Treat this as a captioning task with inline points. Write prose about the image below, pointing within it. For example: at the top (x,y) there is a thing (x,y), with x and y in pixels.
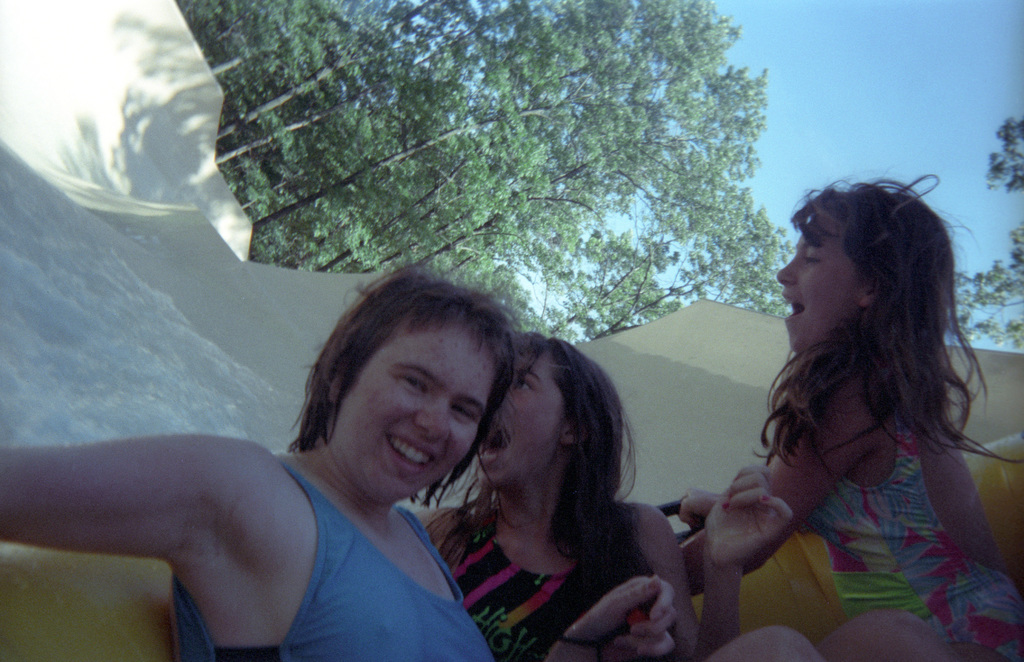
In this image there are some people (442,432) who are smiling, and in the background (330,184) there are some trees (289,186), slope (77,113) and at the top of the image (821,89) the sky (882,63).
